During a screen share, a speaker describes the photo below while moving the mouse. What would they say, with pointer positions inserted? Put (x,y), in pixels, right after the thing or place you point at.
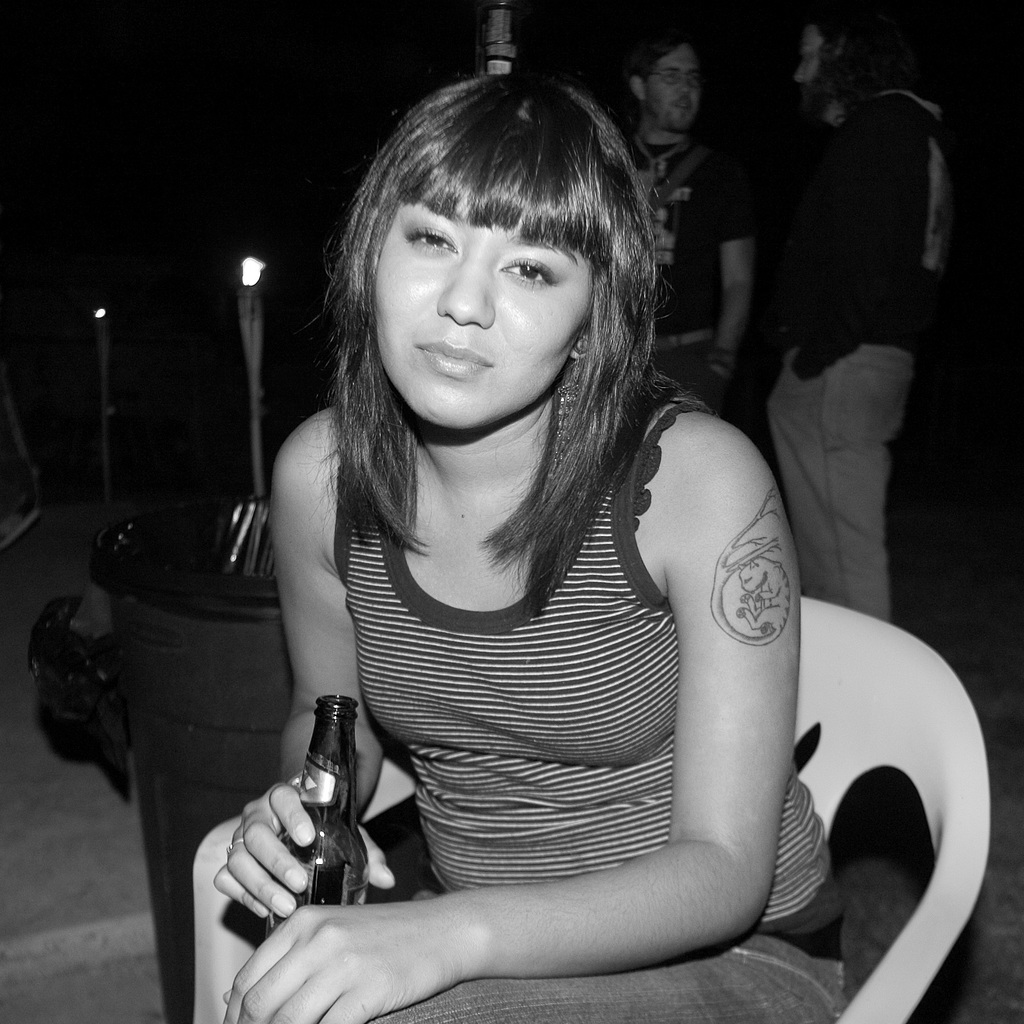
In the foreground of the image (490,298), there is a lady (616,191) sitting on the chair (862,704) and holding a liquor bottle (353,842) in her hand (249,830). In the background of the image (784,304) right, there are two person (907,367) standing and talking. The background (113,215) is dark in color. This image is taken outside.
